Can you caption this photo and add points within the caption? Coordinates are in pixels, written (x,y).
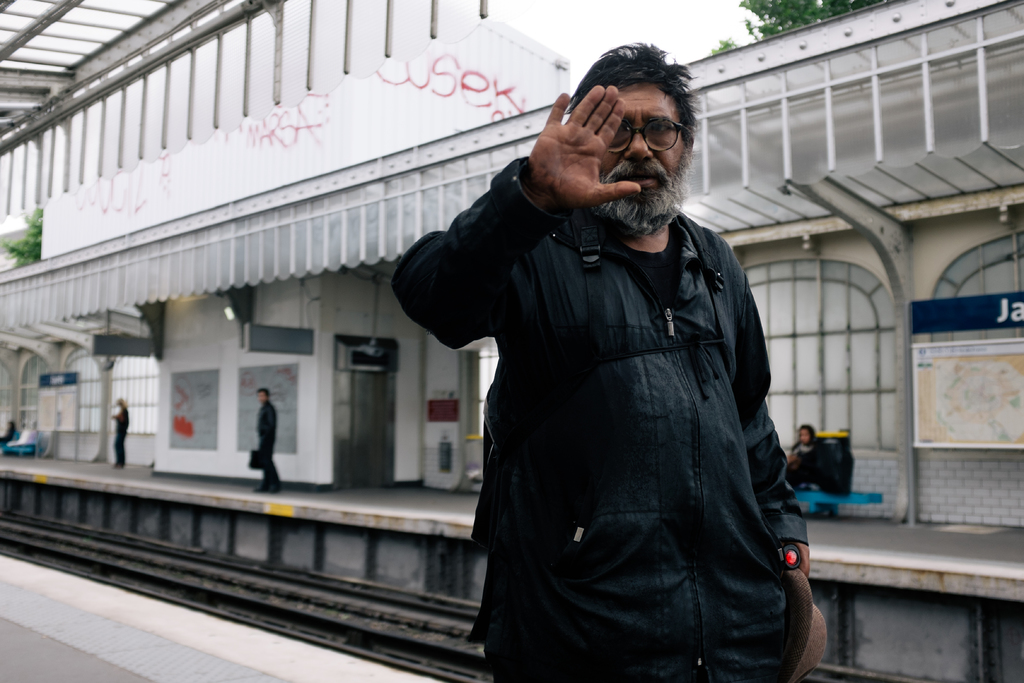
In this image, we can see a man (714,484) is wearing a jacket (651,564) and holding a hat (803,600). He wore glasses (660,144) and raising his hand (573,185). Background (369,596) there is a blur view. Here we can see few train tracks (344,587), platforms (323,497), few peoples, poles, boards (185,397), glass windows (806,326). Top of the image (345,211), we can see shed (325,72), roof (325,72), trees (867,3) and sky (569,33).
